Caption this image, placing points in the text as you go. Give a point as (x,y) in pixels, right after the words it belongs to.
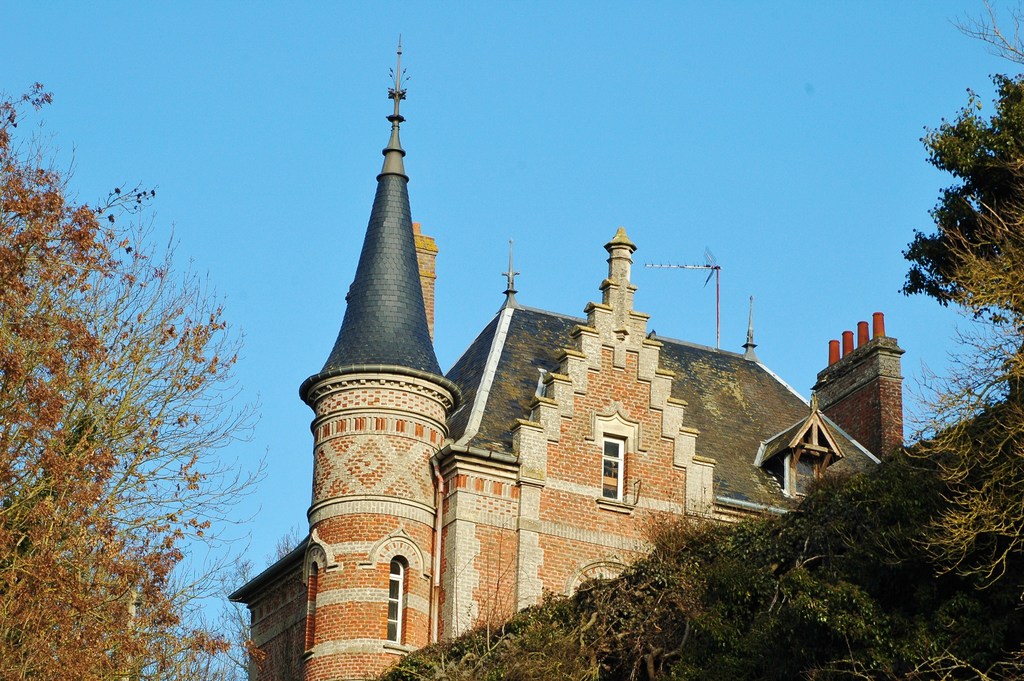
In the foreground of this picture (434,474), there is a building (440,483) and on the left side of the image (70,448) there is a tree (80,477). On the bottom right corner (795,607), there is grass (844,582) and tree (994,202). On the top (604,61), there is the sky (519,101).
